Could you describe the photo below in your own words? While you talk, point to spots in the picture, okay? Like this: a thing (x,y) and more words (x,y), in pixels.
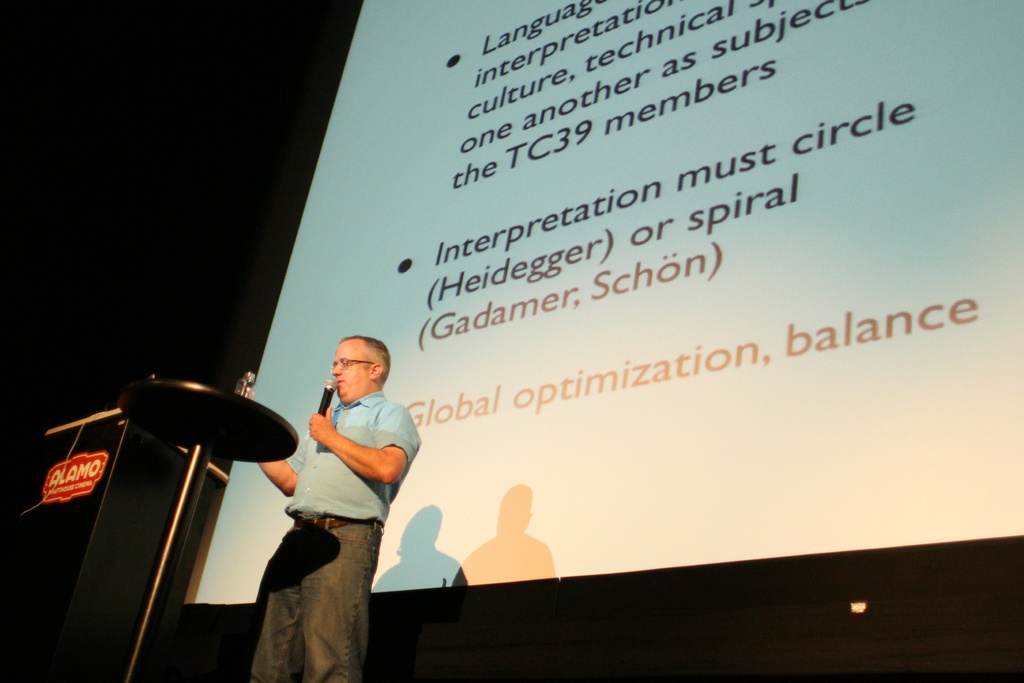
In this picture, we see a man (291,471) in blue shirt (352,475) is holding a microphone (328,396) in his hand (329,428) and he is talking on it. In front of him, we see a podium (136,609) and behind him, we see a projector screen (577,280) with some text (534,269) displayed on it. On the left corner of the picture (199,154), it is black in color and this picture might be clicked in a conference hall (545,628).
